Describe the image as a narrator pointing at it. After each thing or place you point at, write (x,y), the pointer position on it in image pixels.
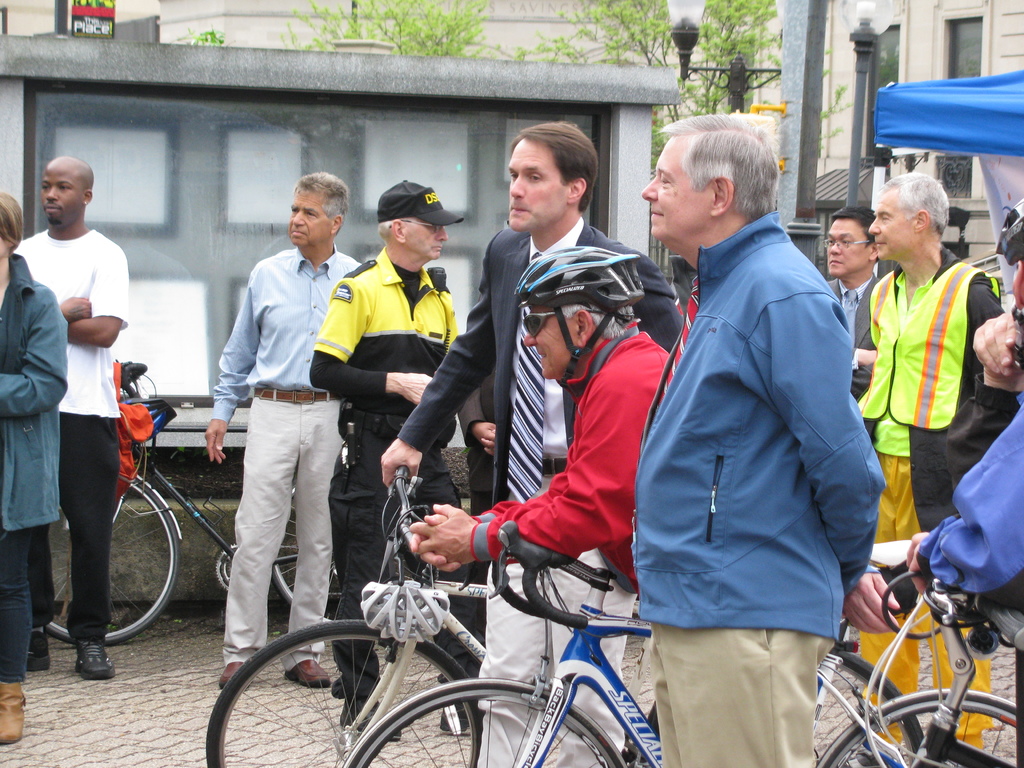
In this image I can see a group of people (442,485) among them a person (583,488) who is wearing a red color dress (581,423) and helmet (591,303) is standing on the bicycle (604,587) and rest of the people (770,528) are standing on the ground (158,719). Here we have a couple of trees (598,19) and buildings (939,64).
